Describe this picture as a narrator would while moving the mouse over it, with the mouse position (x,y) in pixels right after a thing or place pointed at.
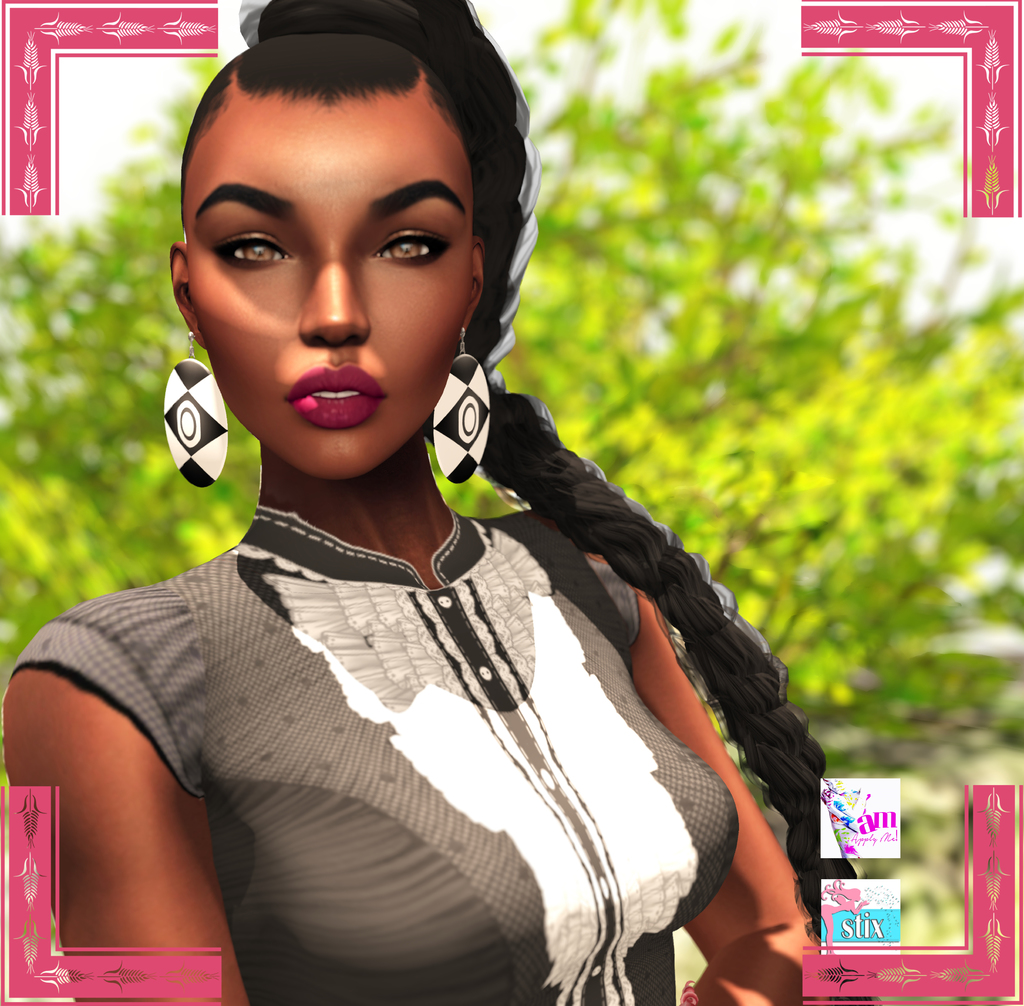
This is an animation picture. In this there is a lady (284,450) wearing earrings (195,464). In the background (729,399) it is blurred and green.
